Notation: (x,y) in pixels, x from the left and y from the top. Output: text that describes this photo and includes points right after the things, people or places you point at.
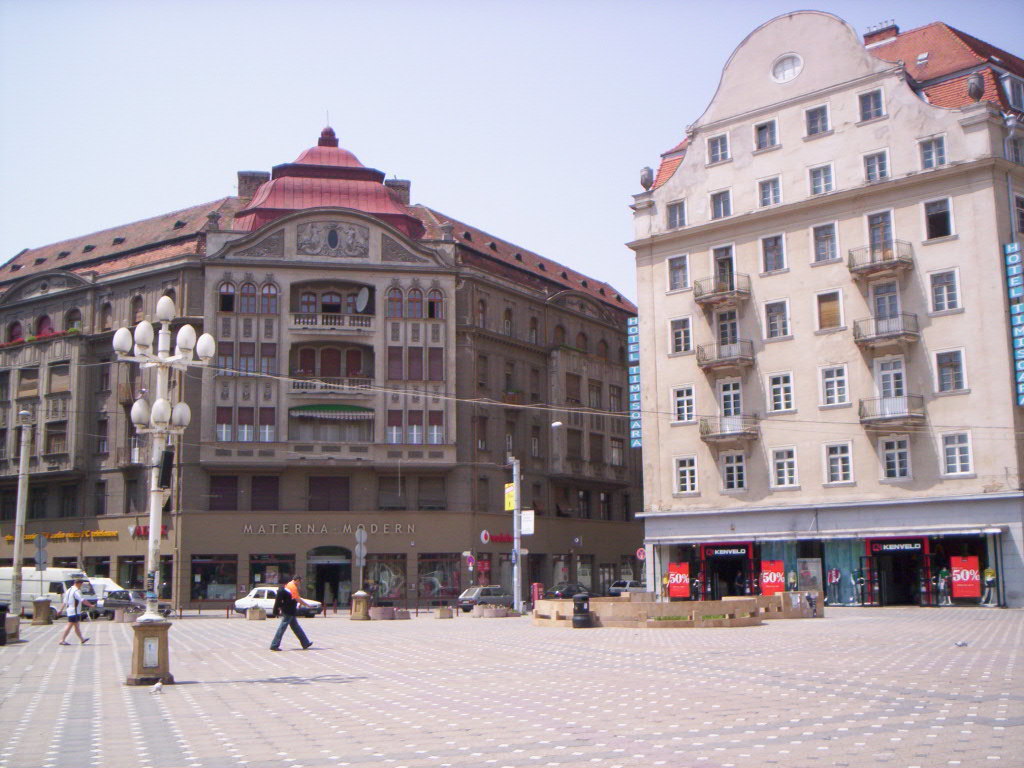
In this image there are some buildings (649,501) and some stores (883,596), there are some people (76,615) who are walking and also there are some vehicles (59,591), poles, lights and some boards (671,567). At the top of the image (418,126) there is sky (345,144), and at the bottom (250,656) there is a walkway (755,671).
